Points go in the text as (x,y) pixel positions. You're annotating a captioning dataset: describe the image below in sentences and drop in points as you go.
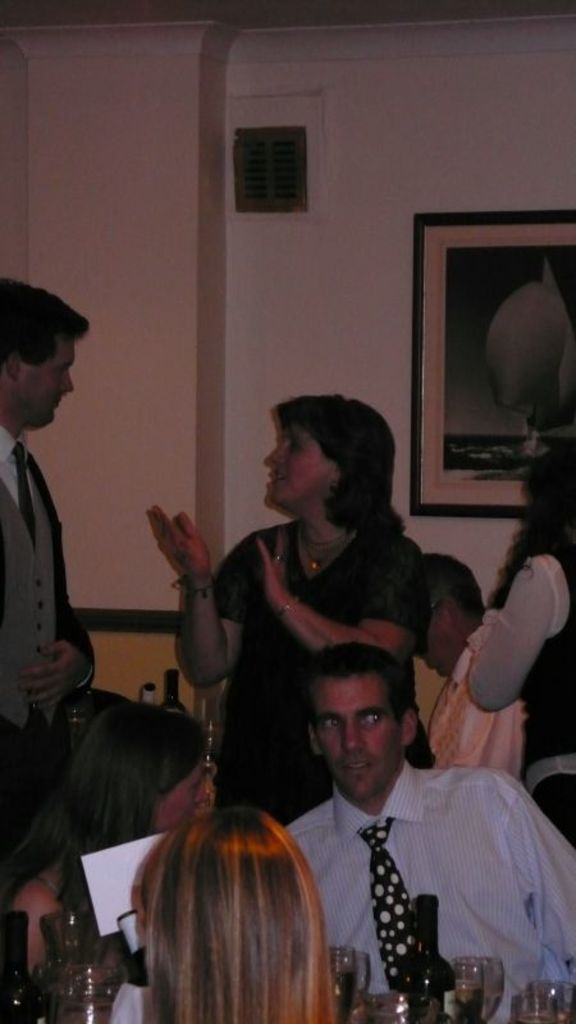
In this picture we can see a group of people (47,759) and in the background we can see a photo frame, wall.
